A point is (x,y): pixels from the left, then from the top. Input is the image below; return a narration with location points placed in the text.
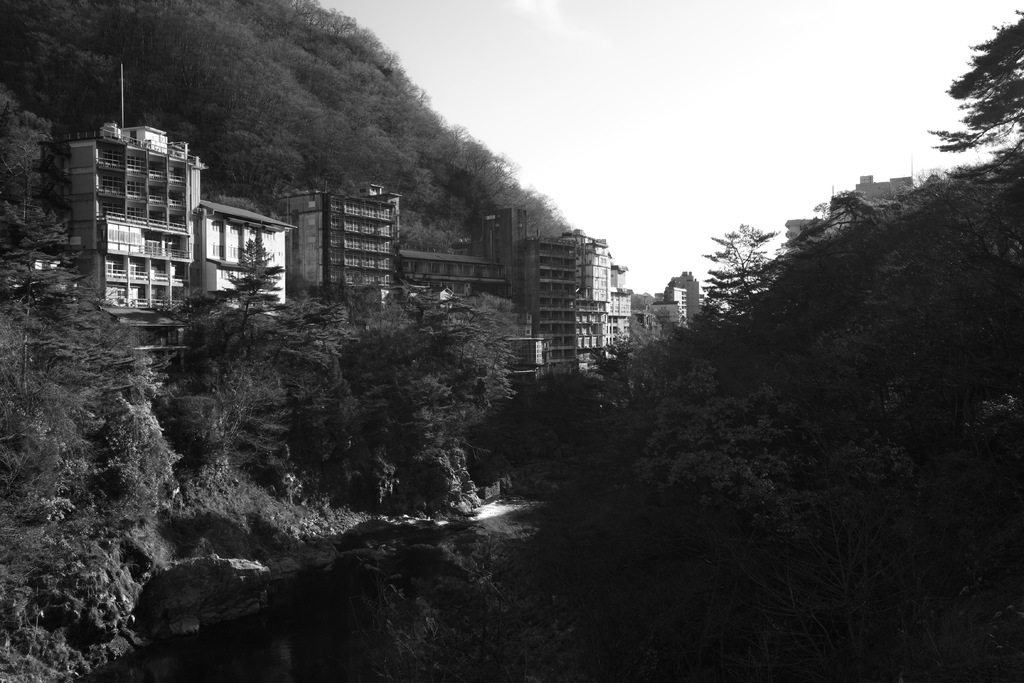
This is a black and white image, where there are trees (518,403), buildings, and in the background (665,149) there is sky (660,165).
